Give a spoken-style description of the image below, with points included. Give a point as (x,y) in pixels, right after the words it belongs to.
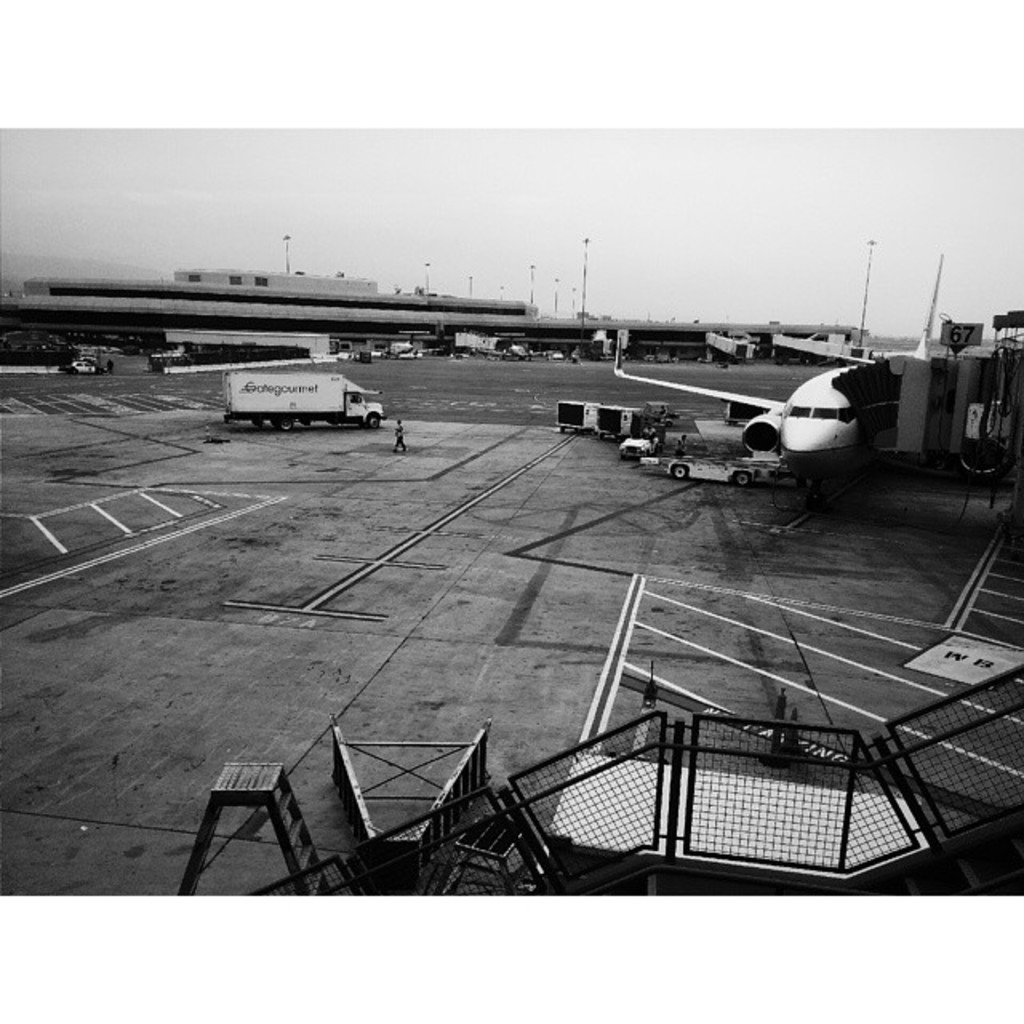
This is a black and white picture. In the middle of the picture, we see a vehicle (314,393). Beside that, we see a person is standing. At the bottom (369,833), we see the railing (395,829) and the ladder stands (379,834). On the right side (806,402), we see an airplane (853,424). Beside that, we see the vehicles (721,471). In the background (265,274), we see a building (298,319) and street lights (581,322). This picture might be clicked in the airport (570,621).
